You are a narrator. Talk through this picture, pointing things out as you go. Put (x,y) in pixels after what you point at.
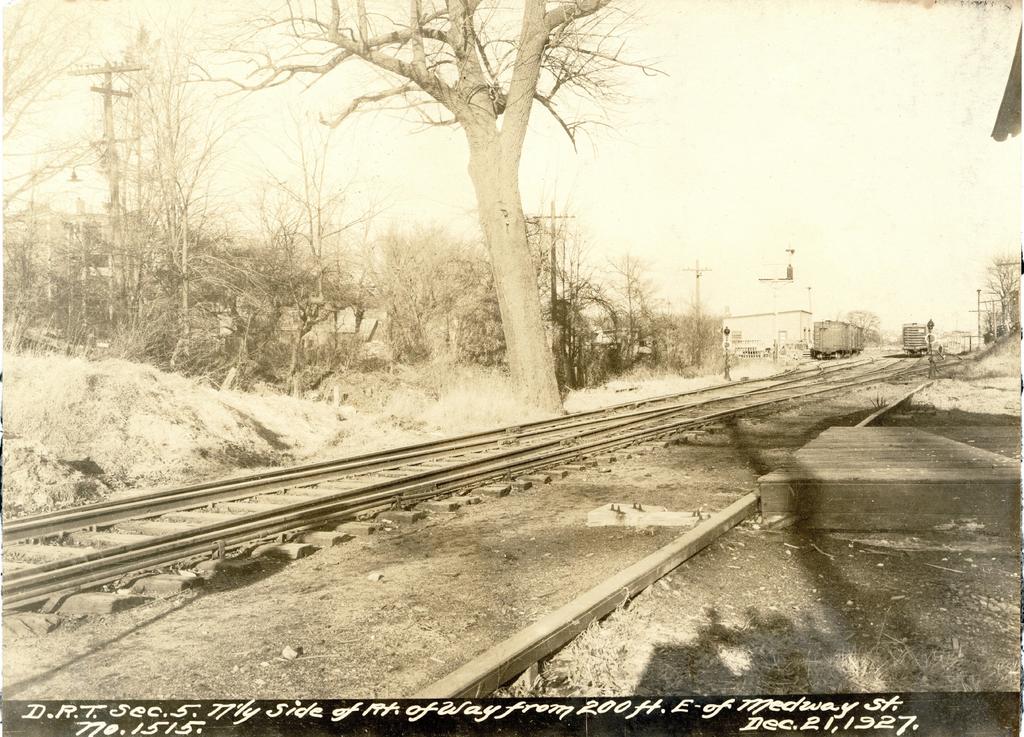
In the given picture there is a railway track (513,448) and a tree (525,294). In the background (443,295) there are some trees (268,285) and train bogies (833,347) located. There is a building (769,323) beside the train bogie (837,332). In the background (738,186) we can observe sky (701,196) here.
